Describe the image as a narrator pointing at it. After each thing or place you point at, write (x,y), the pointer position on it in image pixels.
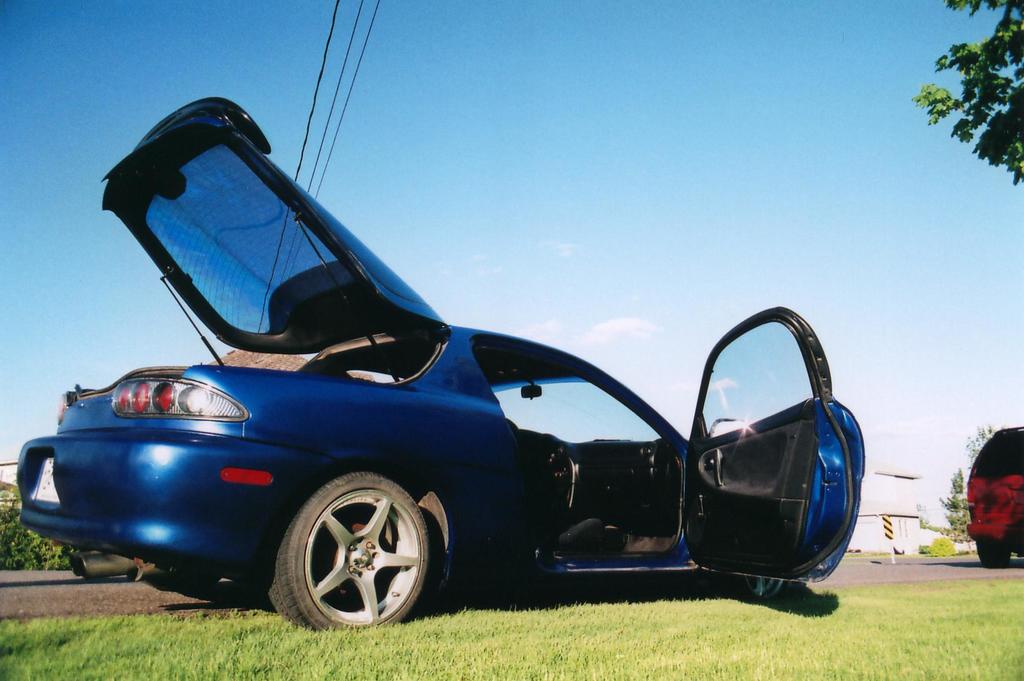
In this image I can see a blue color car (548,537) with doors (690,490), at the bottom (548,656) it is the grass (548,656). At the top (893,196) it is the sky (934,252).
